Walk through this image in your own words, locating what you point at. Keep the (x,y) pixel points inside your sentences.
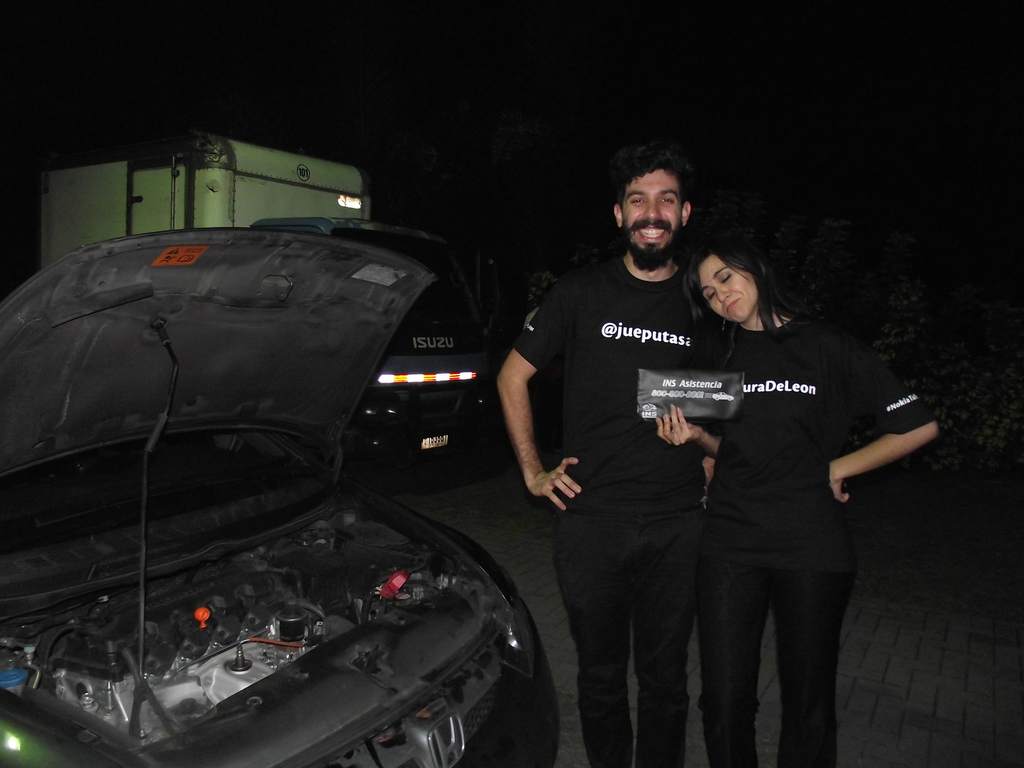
In the picture we can see a woman (783,422) and a man (665,582) are standing in the black T-shirts (801,443) and man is smiling and the woman (875,387) is lying on the shoulder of a man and holding some black color packet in the hand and beside the man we can see a car (328,711) with engine (368,581) and beside it we can see a van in the dark.
